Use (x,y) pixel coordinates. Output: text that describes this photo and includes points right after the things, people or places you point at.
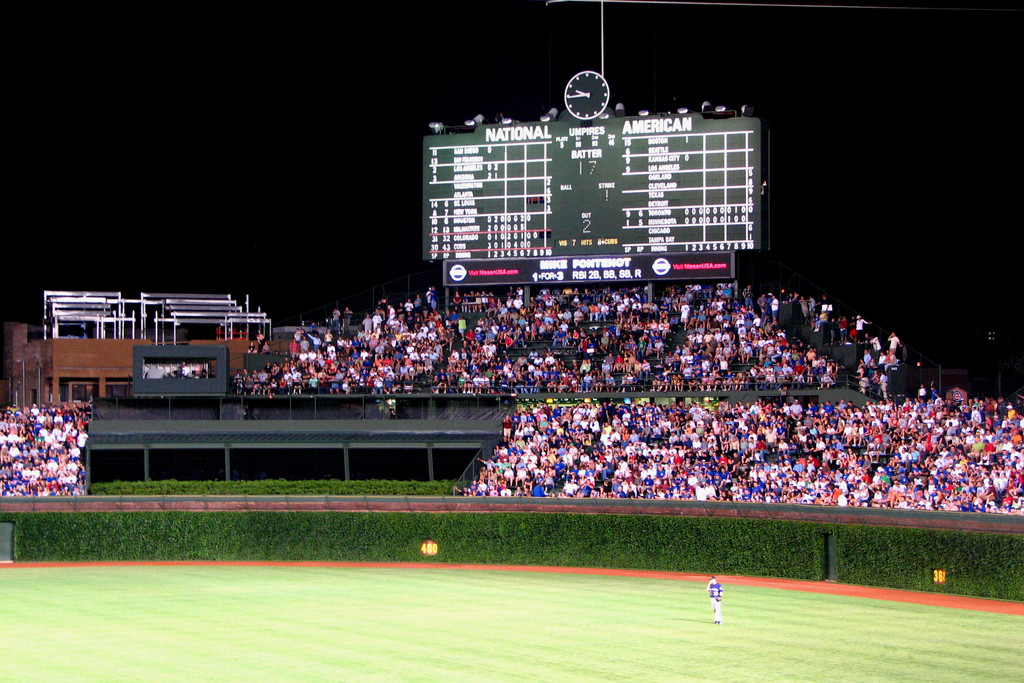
This image is clicked in a stadium (565,608). At the bottom (745,654), there is green grass (701,635) on the ground (701,635). And there is a person (713,610) standing on the ground (662,600). In the background (643,462), there is a huge crowd (562,385) along with a scoreboard (625,229). At the top (199,172), the background (215,159) is too dark.
